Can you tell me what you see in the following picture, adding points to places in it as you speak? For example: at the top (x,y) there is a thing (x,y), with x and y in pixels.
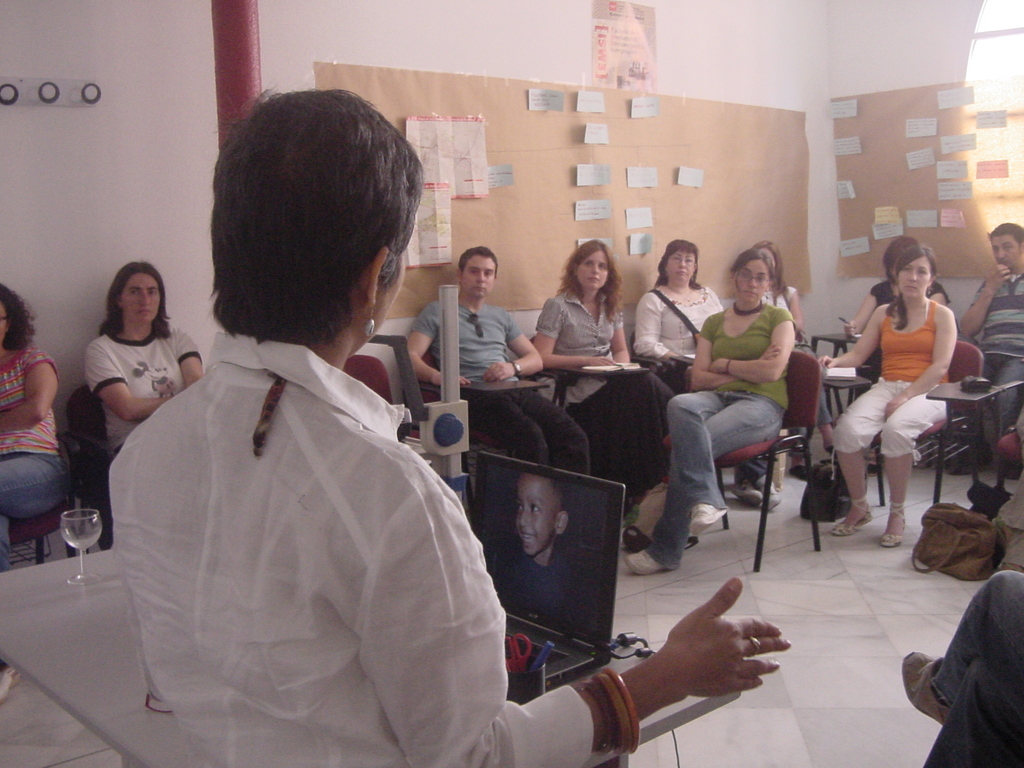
This image consists of a persons (344,583) wearing a white shirt (424,641) is standing in front of the table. And we can see a laptop (615,521) on the table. At the bottom (831,631), there is a floor (802,618). There are many persons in this image. And there is a wall (582,79) on which there are posters (632,133) and papers (722,228).
